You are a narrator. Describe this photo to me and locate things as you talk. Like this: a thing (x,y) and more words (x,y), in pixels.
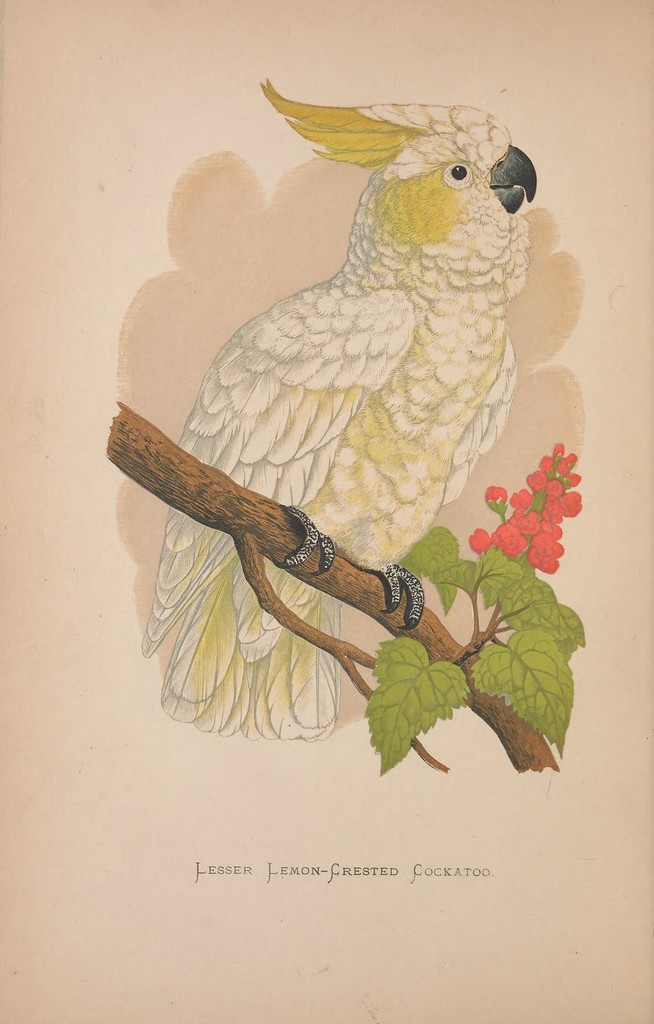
In this picture I can see a drawing (248,621) of a bird (373,494) standing on the branch (188,515), there are leaves (507,650), flowers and words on the paper (386,785).
